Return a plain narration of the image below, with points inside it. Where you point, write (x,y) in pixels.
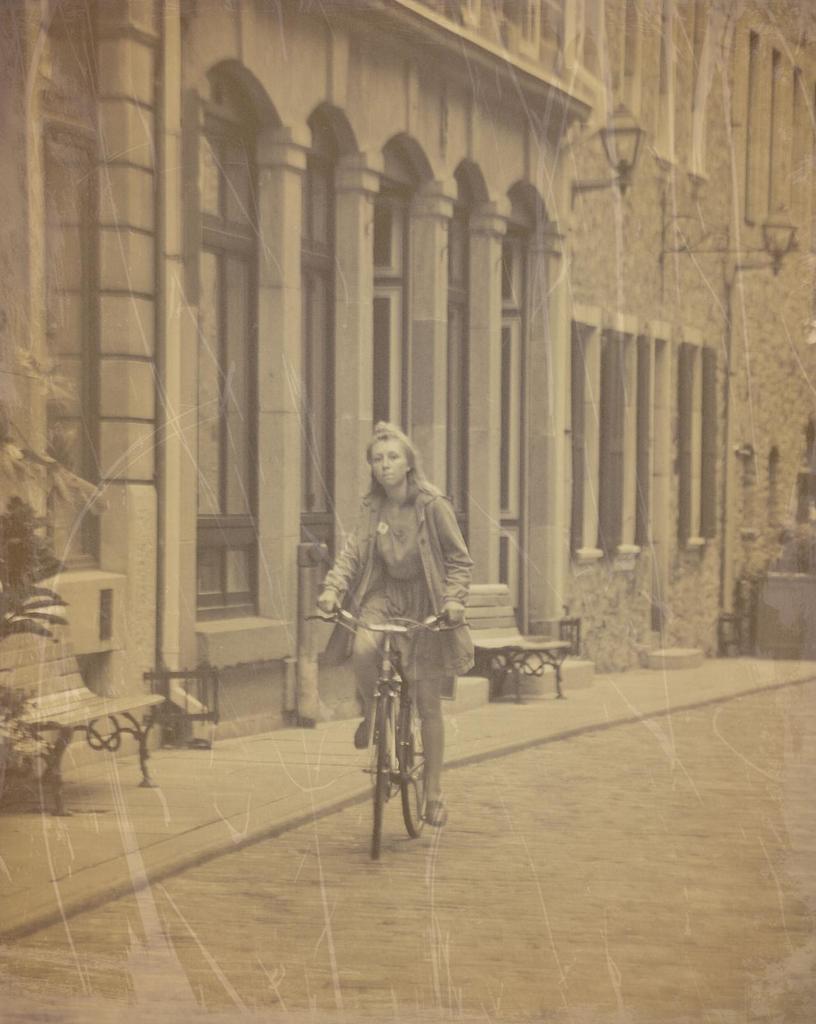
As we can see in the image there are buildings (610,264), street lamps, benches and woman (410,635) riding bicycle (405,758) on road (521,879).
